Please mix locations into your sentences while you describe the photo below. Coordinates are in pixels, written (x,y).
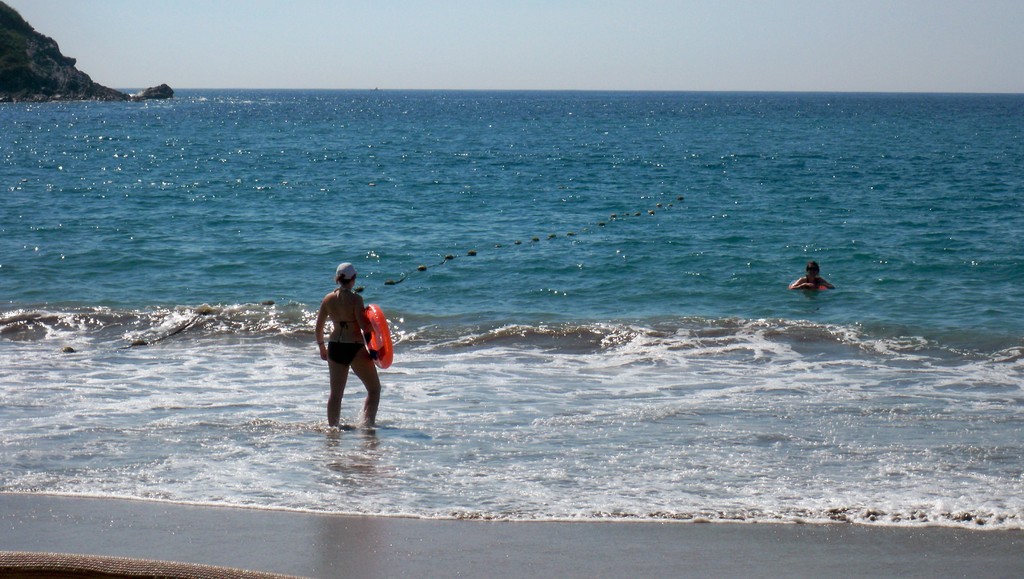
In the picture I can see a woman (343,345) holding an object (385,340) is standing in water (357,388) and there is another person (811,276) in water (877,287) in front of her and there is a mountain (36,66) in the left top corner (44,66).
